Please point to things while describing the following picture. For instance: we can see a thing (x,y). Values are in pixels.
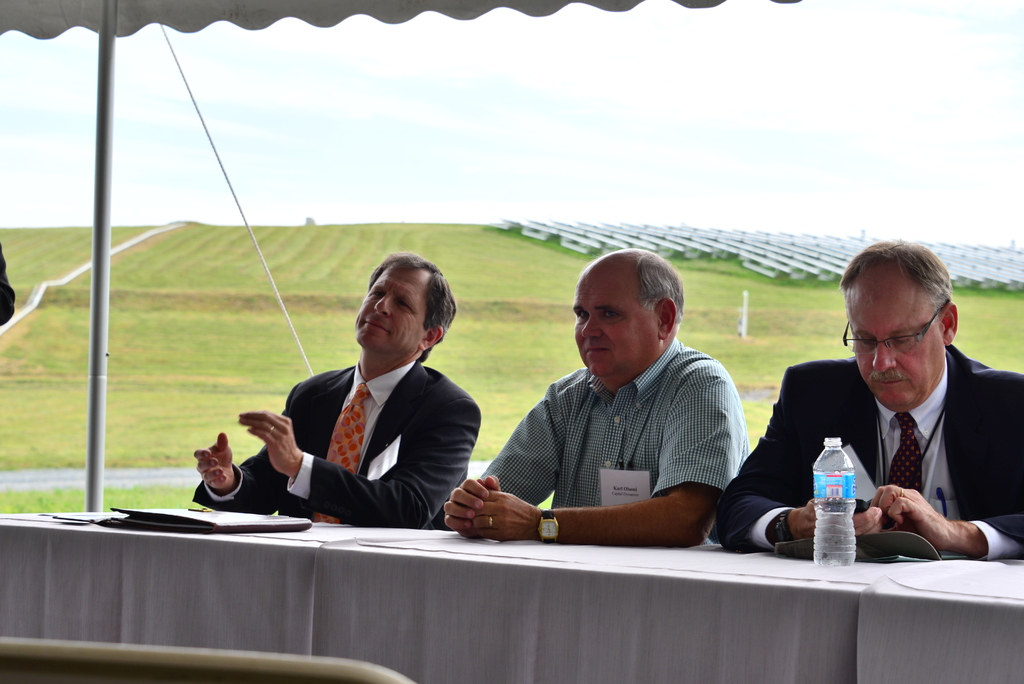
There are three members (371,428) sitting in front of a table (575,611) in their chairs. There are some files (234,515) and a water bottle (837,491) on this table (553,578). In the background (250,272) there is a ground (802,291).
